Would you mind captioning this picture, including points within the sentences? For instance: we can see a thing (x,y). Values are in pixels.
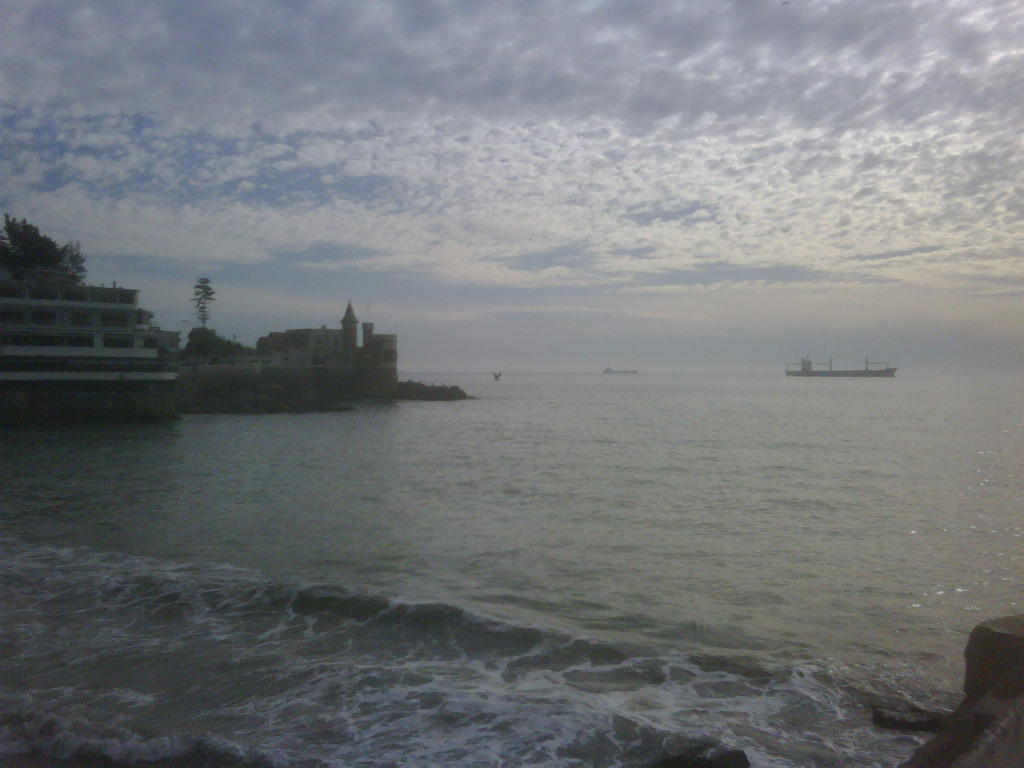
In this picture we can see a boat (798,371) in water (805,680). Waves (719,672) are visible in water (161,634). There are few buildings (122,316) and trees (25,229) on the left side (3,304).
